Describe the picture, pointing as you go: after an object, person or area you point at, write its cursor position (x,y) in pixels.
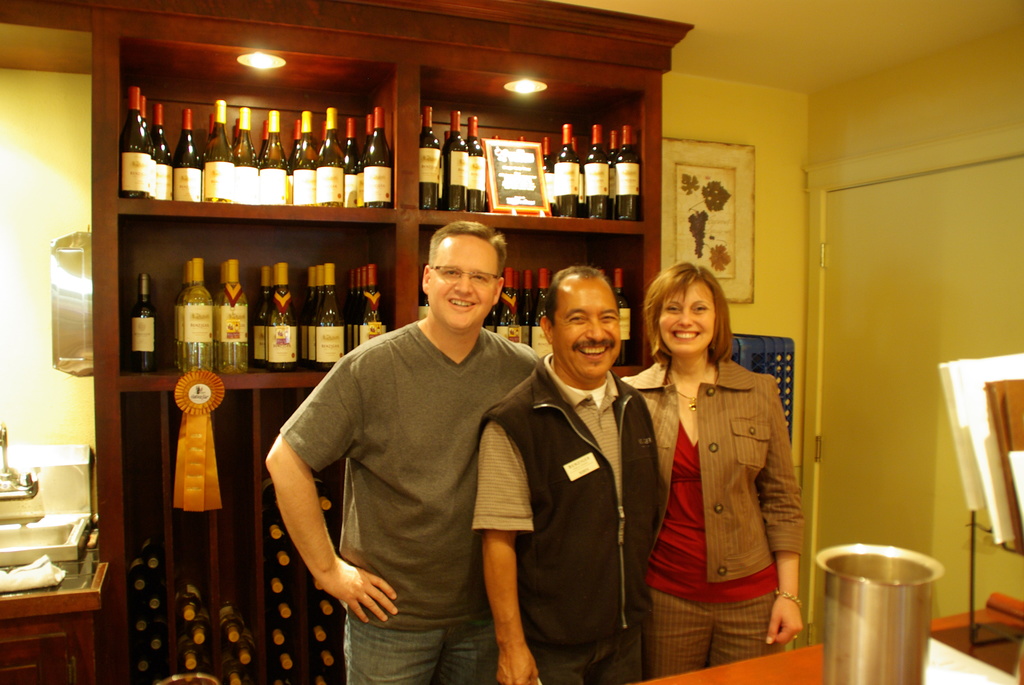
The image is taken inside a room (990,100). There are three people (775,623) standing in the center of the image (503,351). In the background (144,392) there is a shelf (226,228) which contains bottles (219,335). To the left side of the image (85,639) there is a table (51,678). On the right side (812,660) there is a bucket (924,579) which is placed on a table (799,669) and there are also some papers (966,391) placed on a stand (972,632).
